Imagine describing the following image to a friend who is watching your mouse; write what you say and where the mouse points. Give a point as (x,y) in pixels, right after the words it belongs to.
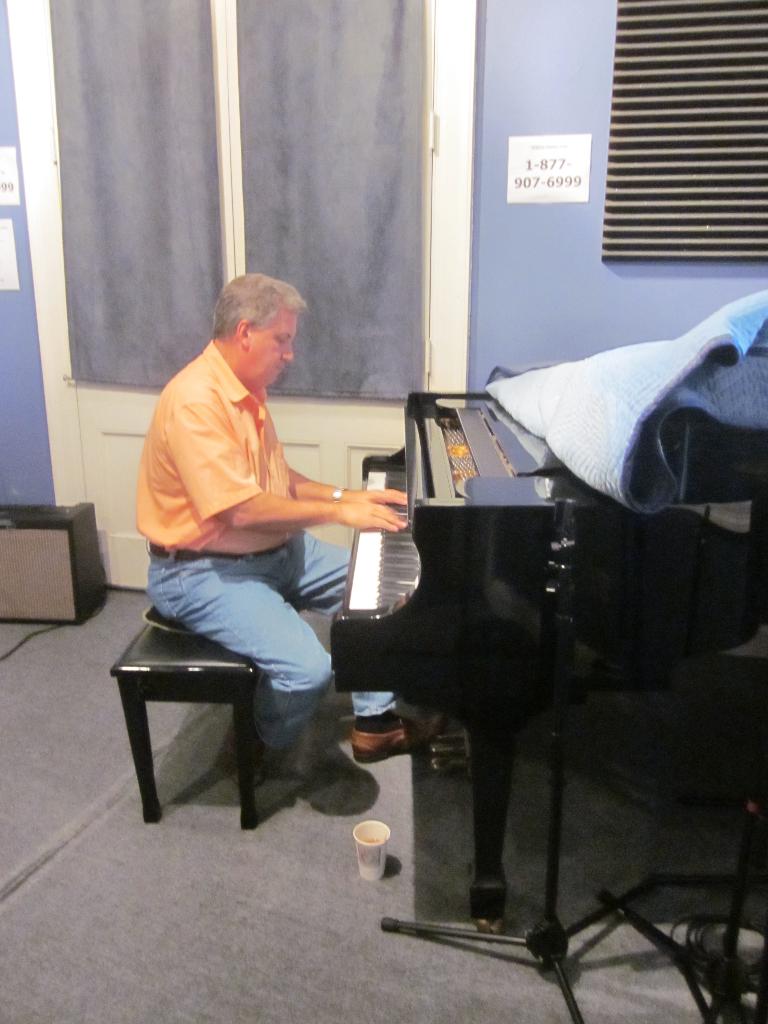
There is a person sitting on a chair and he is playing a piano (421,493).
